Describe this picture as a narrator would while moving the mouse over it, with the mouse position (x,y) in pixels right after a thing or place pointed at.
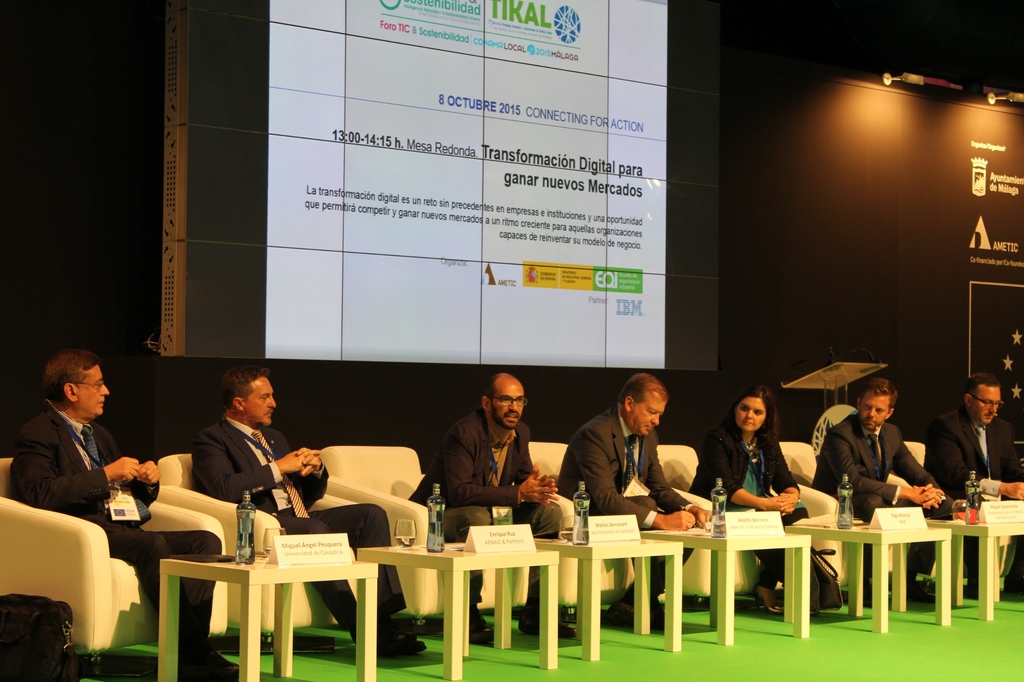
In the middle of the image (504,415) few people (635,376) are sitting on a chair (27,513). In front of them there are some tables (202,568), On the table (444,563) there is a glass (412,539) and bottle (442,526). Behind them there is a banner (607,198).
